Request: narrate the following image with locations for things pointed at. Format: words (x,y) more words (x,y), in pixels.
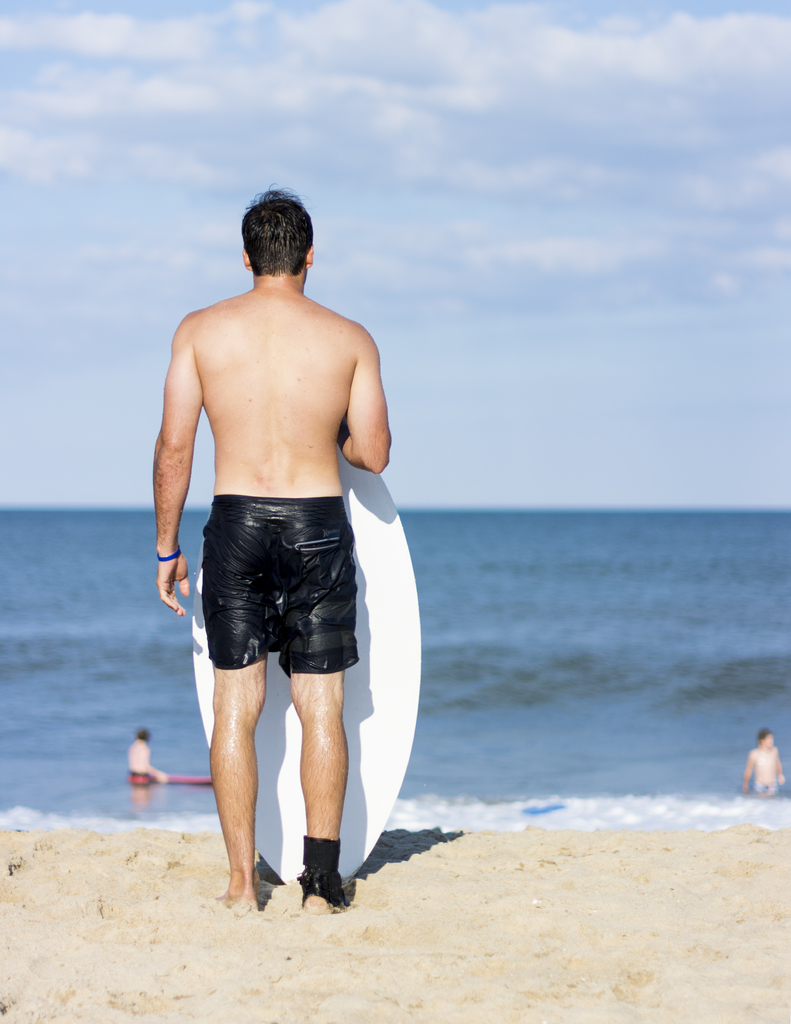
In this image I can see the person (186,323) standing and holding the surfboard (359,698) and the person (258,562) is wearing black color short (216,579). Background (306,15) I can see two persons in the water (752,789) and the sky (318,131) is in blue and white color.
